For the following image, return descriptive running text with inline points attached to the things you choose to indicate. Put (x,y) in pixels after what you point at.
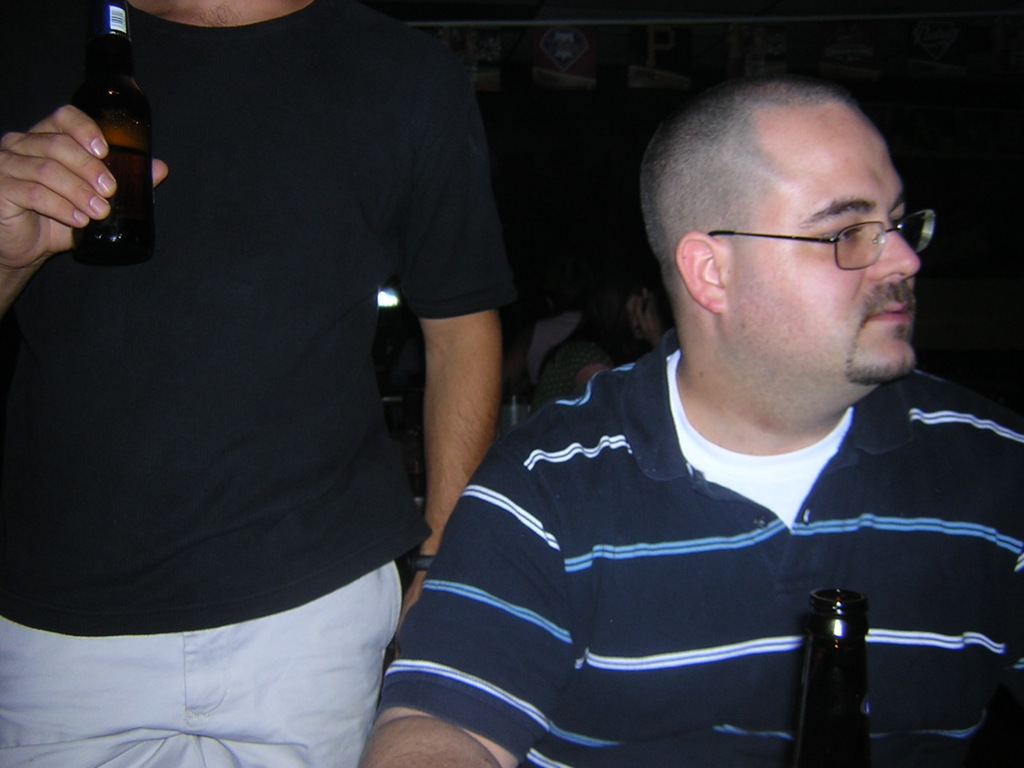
In this picture we can see a man (753,248). He has spectacles (863,257). And this is the bottle (865,633). Here we can see a man (179,363) who is holding a bottle (123,76) with his hand (50,196).
